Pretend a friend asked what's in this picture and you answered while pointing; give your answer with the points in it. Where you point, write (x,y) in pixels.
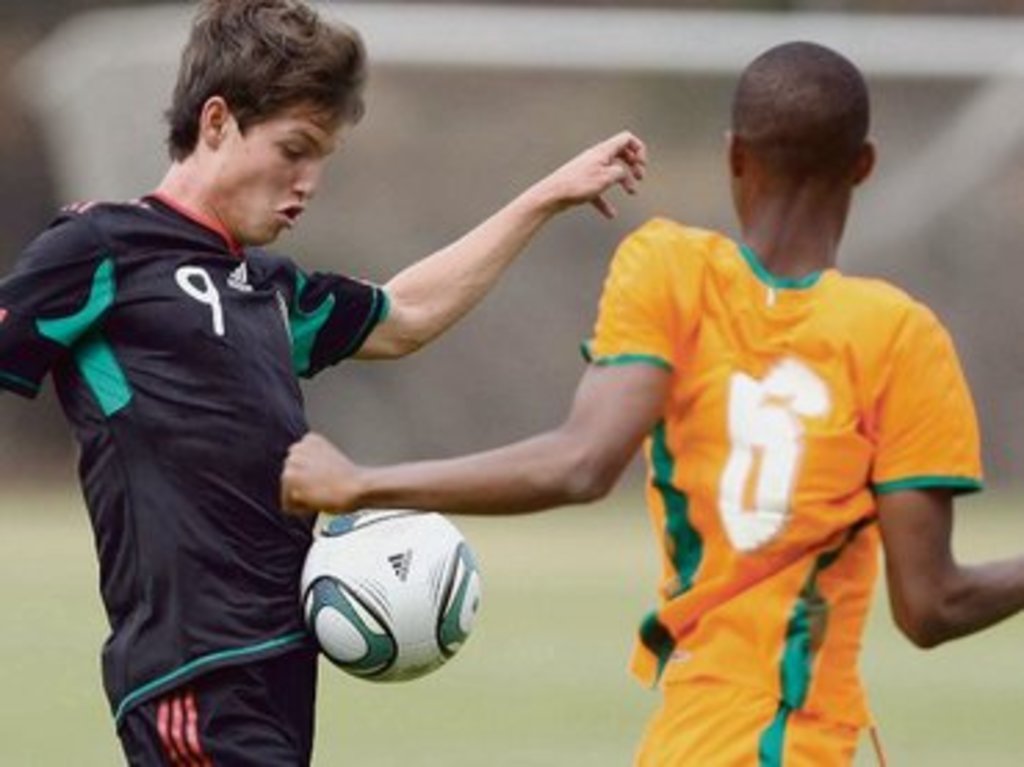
This image is taken in outdoors. There are two boys (180,419) in this image. They are playing football. In the middle of the image (412,509) there is a ball (398,590). In the bottom of the image (568,725) there is a ground (50,693) with grass (604,639) on it.
